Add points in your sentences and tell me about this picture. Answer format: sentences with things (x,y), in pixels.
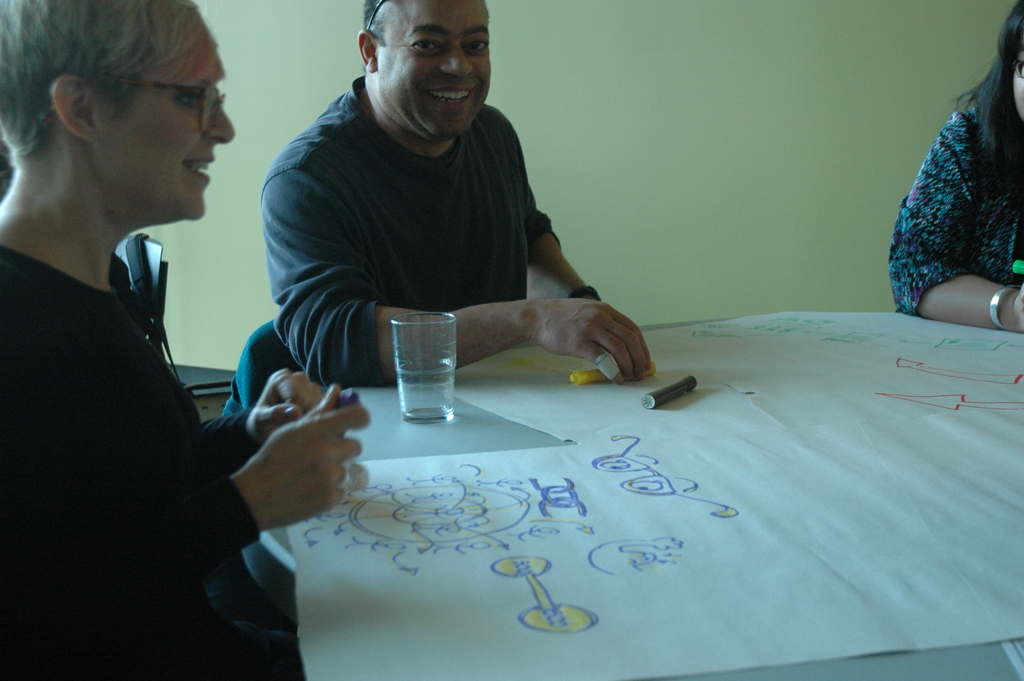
In this image there are three people (362,288) who are sitting on chairs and in front of them there is a table (525,429), on the table (513,436) there is chart (549,425) and some markers (600,376) and glass (420,369). In the glass (422,373) there is water (420,397), and in the background (180,297) there is object (156,289) and wall (731,181).
